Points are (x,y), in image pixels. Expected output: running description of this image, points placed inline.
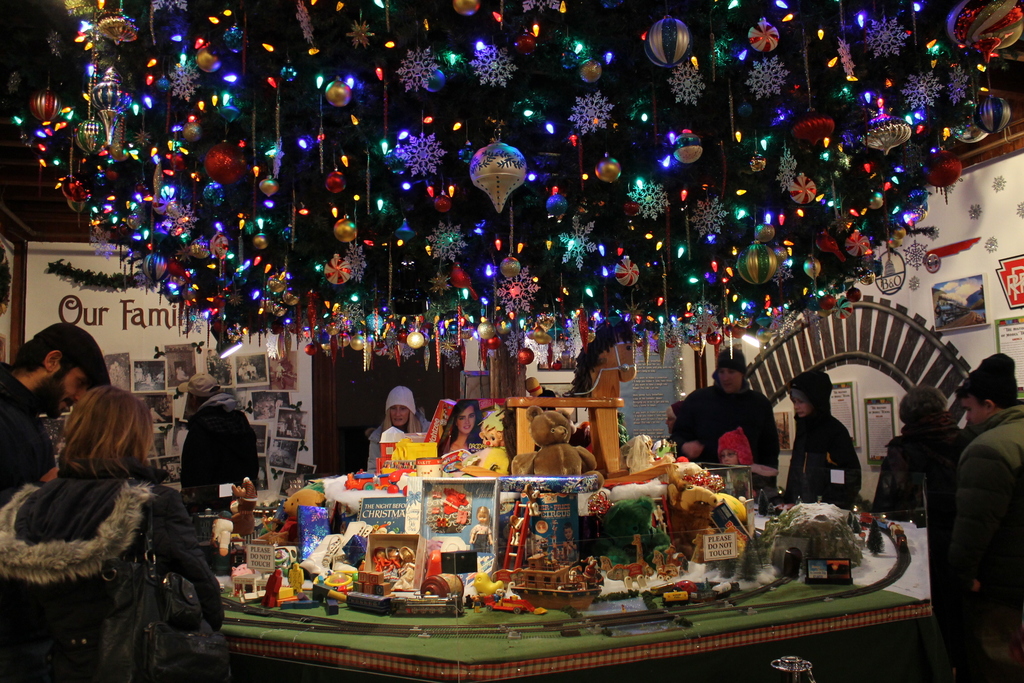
I can see few people (77,441) standing. This is the table (387,663) with different types of toys (438,523) are placed on it. These are the lights (148,245) and decorative items (646,182) hanging. I can see photos (252,365) and frames (971,276) attached to the wall (1005,220).
